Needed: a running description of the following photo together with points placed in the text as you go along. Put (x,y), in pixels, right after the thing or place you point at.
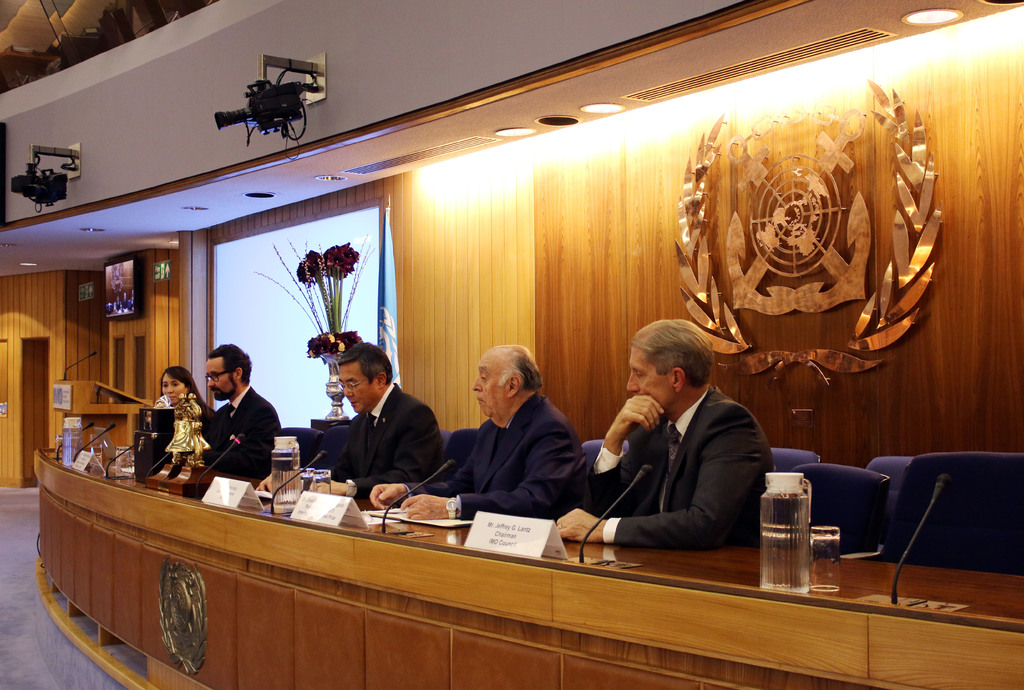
There are few people (408,428) sitting on chairs (812,473). In front of them there is a platform (126,507). On that there are name boards (477,530), mics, glasses (817,559), jugs (802,547) and many other items (107,442). In the back (548,279) there is a wall (514,256) with an emblem (771,239). Also there is a screen (287,353). Near to that there is a vase (329,356) with flowers (335,266) on a stand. At the top (266,82) there are video cameras (276,110) attached to the wall (176,130). On the wall (95,291) there is another screen (116,287). And the wall (405,283) is wooden. On the ceiling (359,157) there are lights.
